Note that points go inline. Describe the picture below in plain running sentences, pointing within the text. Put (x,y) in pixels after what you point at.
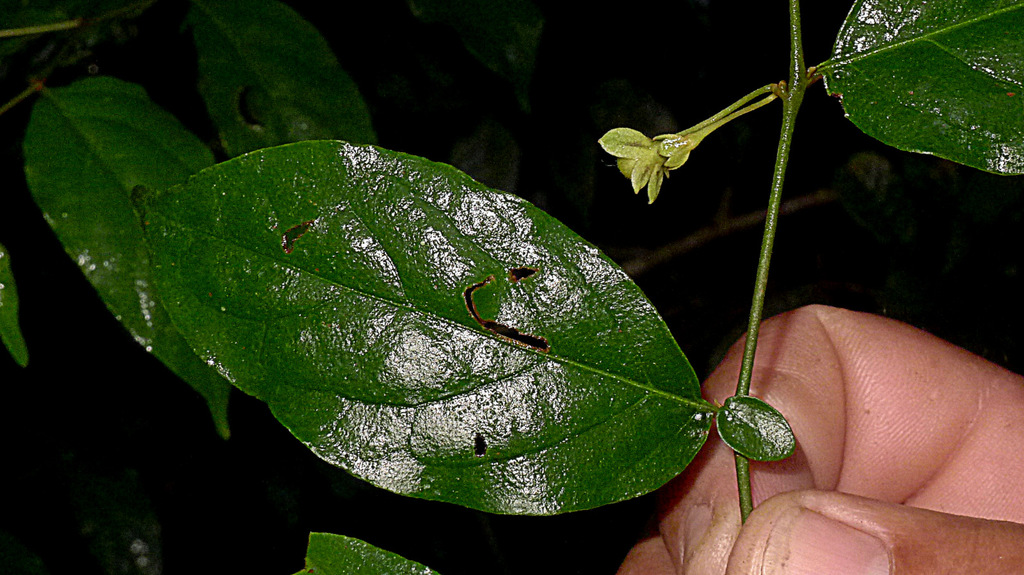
In this picture we can see leaves (140,215), at the right bottom (894,511) there is a person's hand (892,496), we can see a dark background (698,85).
